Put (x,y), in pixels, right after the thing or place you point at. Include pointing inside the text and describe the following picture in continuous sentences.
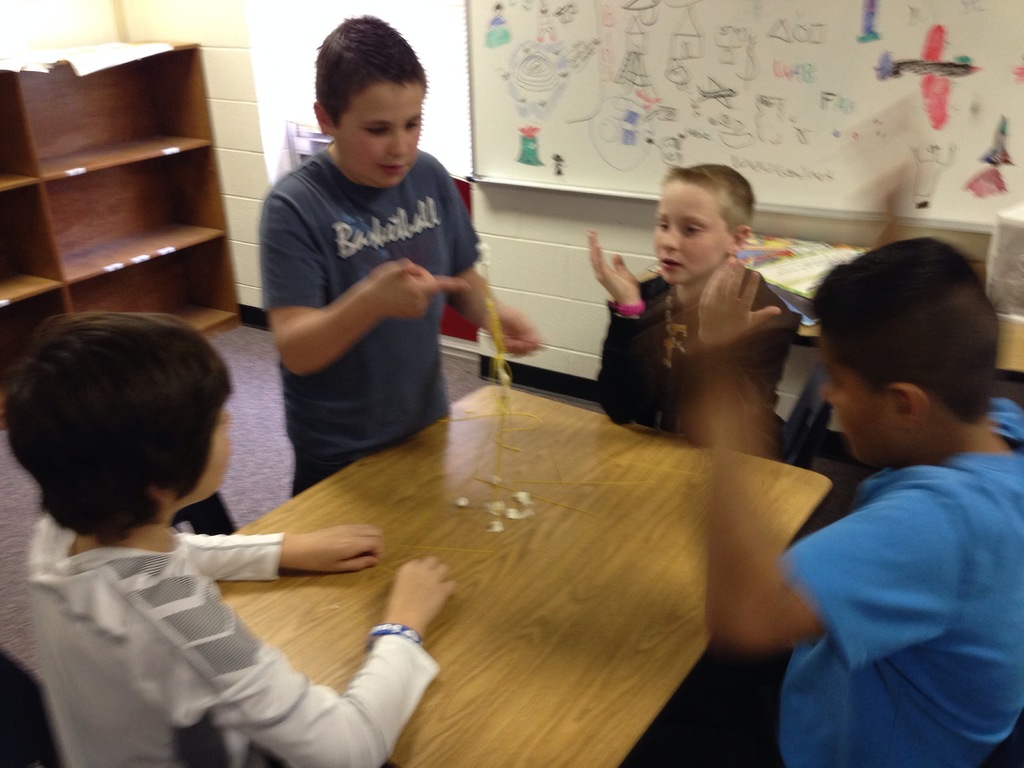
In the picture I can see four kids (761,367) among them one standing and others are sitting. Here I can see a wooden table (487,604) which has some objects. In the background (724,126) I can see a white color board (636,188) attached to the wall (513,201), a wooden shelf (140,239) and some other objects (999,298) on the floor (851,480).
